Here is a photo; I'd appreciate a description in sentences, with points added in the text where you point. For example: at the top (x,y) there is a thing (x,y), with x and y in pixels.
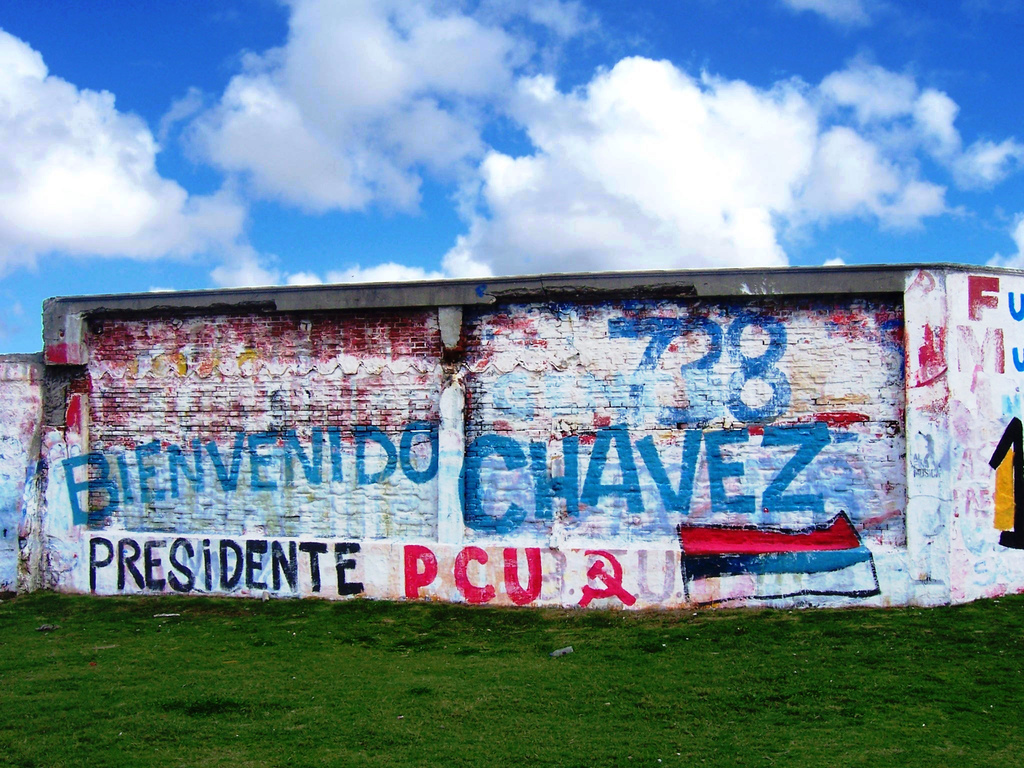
In this picture we can see the grass (443,739) and on the wall (228,503) we can see painting (318,383), text (425,446) and in the background (815,105) we can see the sky (458,184) with clouds (648,136).
